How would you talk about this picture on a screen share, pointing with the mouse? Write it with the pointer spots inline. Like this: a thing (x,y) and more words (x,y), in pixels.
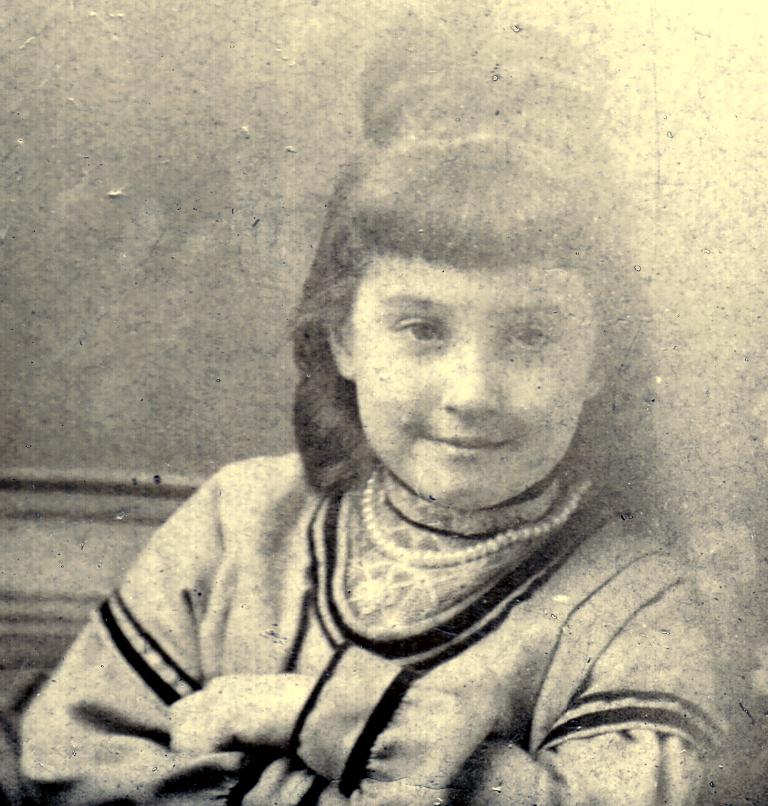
In this image we can see, in the foreground (652,758) there is a girl (426,481) wearing pearl necklace (583,492).
